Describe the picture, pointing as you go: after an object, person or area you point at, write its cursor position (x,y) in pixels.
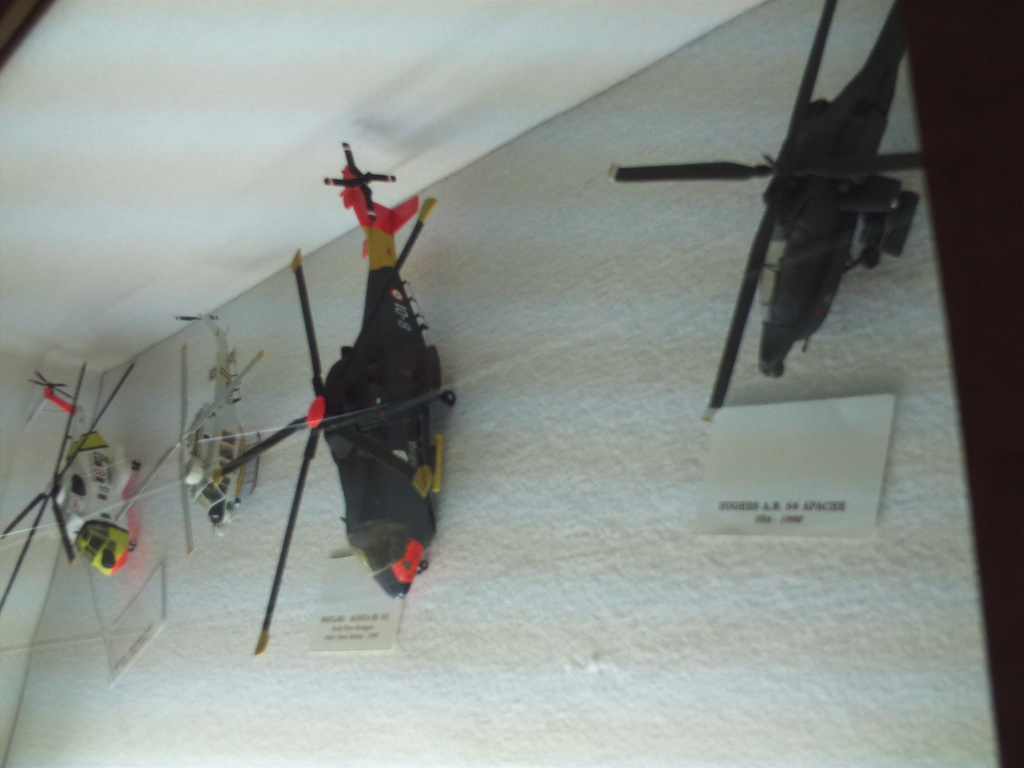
Here we can see four toy helicopters (75,455) on the white surface (685,672). In the background (456,155) there is a wall (497,93).
